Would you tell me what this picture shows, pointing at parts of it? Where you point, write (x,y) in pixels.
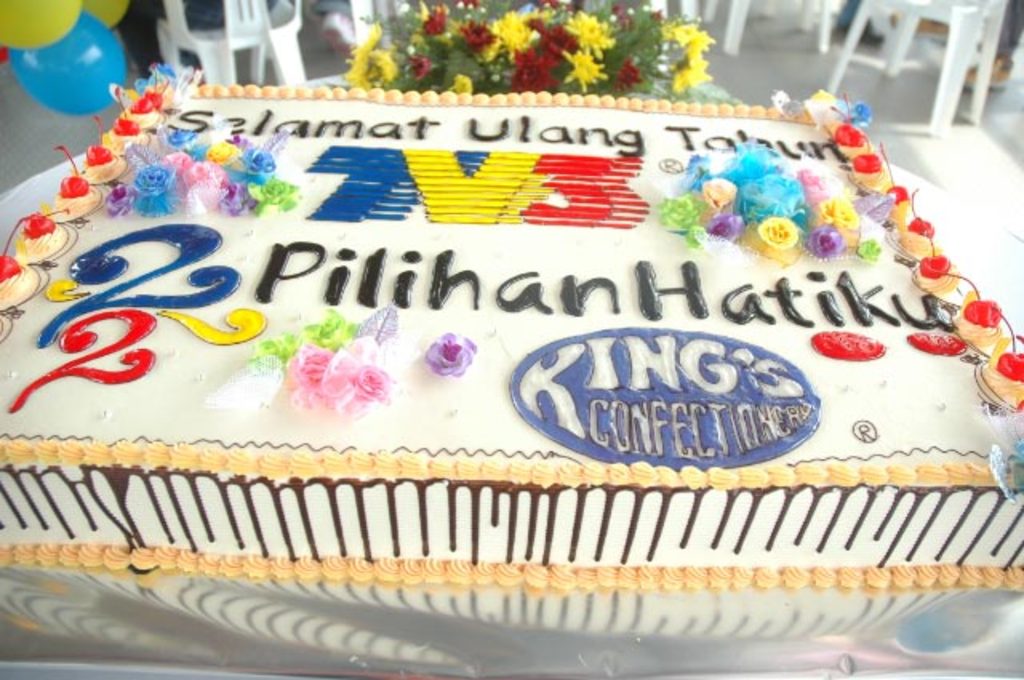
Here I can see a cake (526,475) on a table (440,612) which is covered with a white cloth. On the cake (356,324) I can see some text (604,278). On the top of the image (354,32) there are some chairs (241,34), balloons (66,38) and flowers (502,49).
